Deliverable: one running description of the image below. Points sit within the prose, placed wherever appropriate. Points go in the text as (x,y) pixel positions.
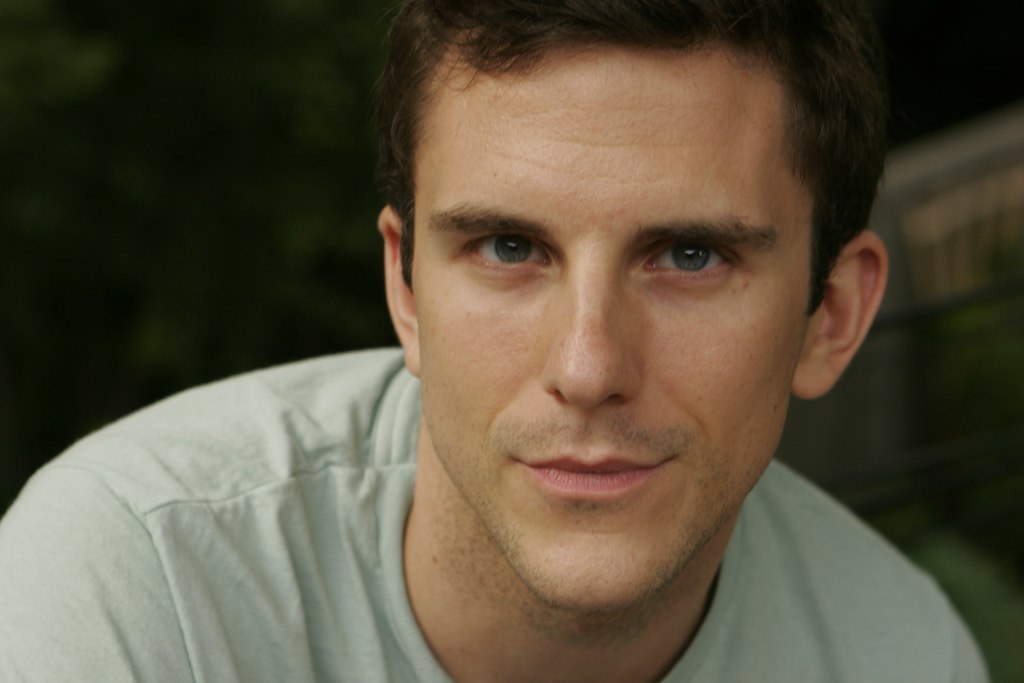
In the center of the image (563,311), we can see a man (479,343).
